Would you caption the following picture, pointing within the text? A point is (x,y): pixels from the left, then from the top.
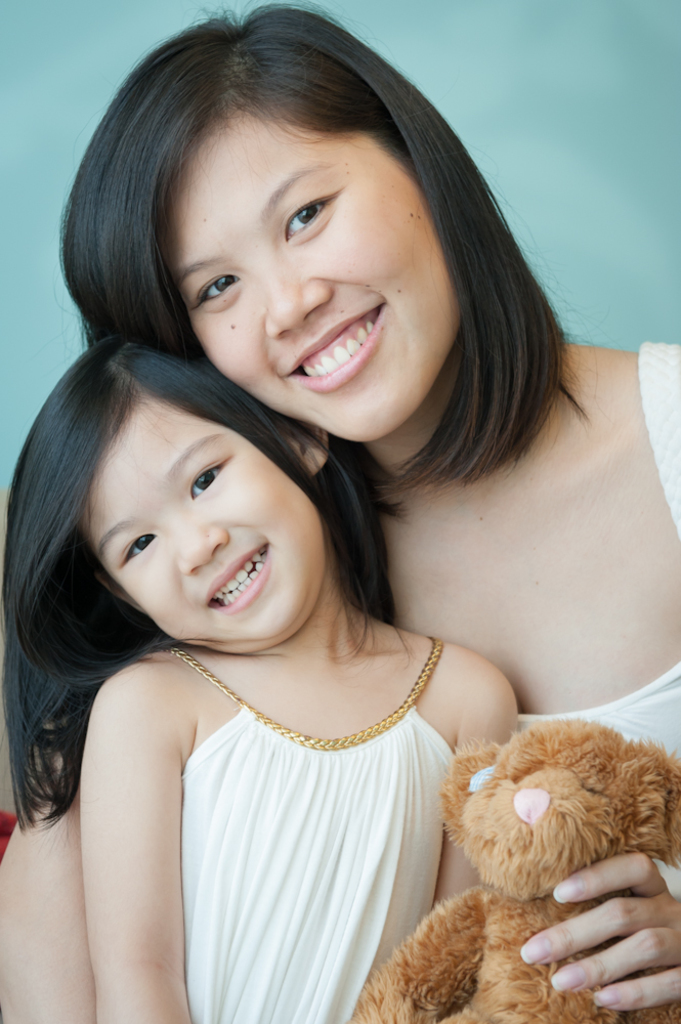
In this picture, we see the woman (388,372) and a girl (311,440). Both of them are wearing the white dresses (310,809). They are smiling and they might be posing for the photo. We see the woman (544,940) is holding the stuffed toy (536,810). In the background (55,48), it is blue in color.
